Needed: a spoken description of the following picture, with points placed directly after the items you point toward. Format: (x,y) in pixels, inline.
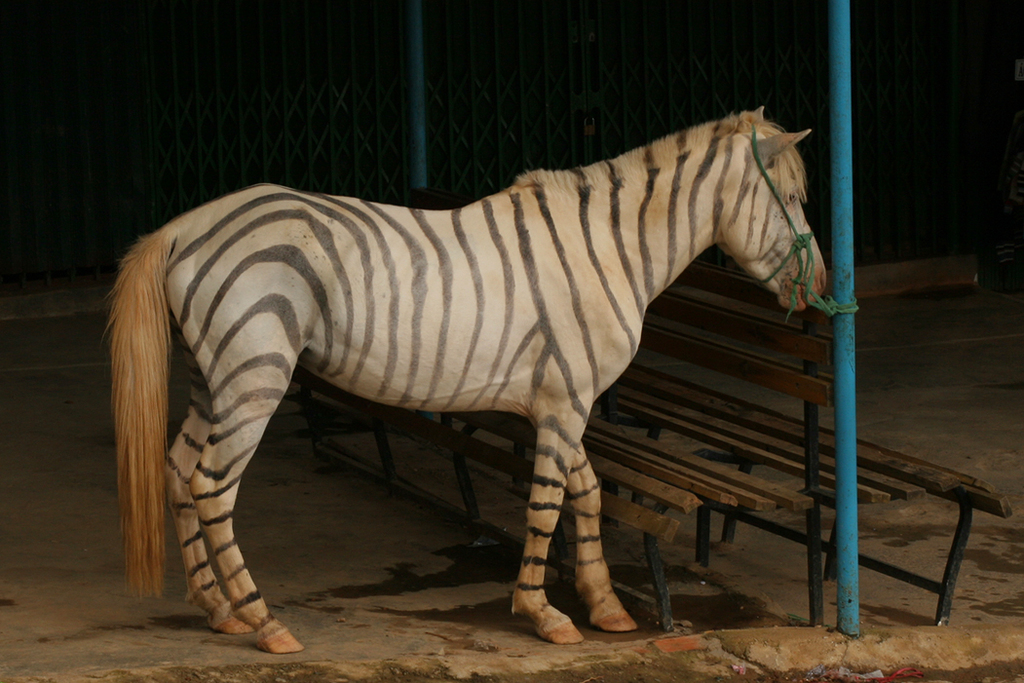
In the center of the image (398,288) we can see a horse (575,286) tied to a pole (848,284). In the background (441,415) there are benches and grills (407,69). At the bottom (802,642) we can see a floor (560,647).
